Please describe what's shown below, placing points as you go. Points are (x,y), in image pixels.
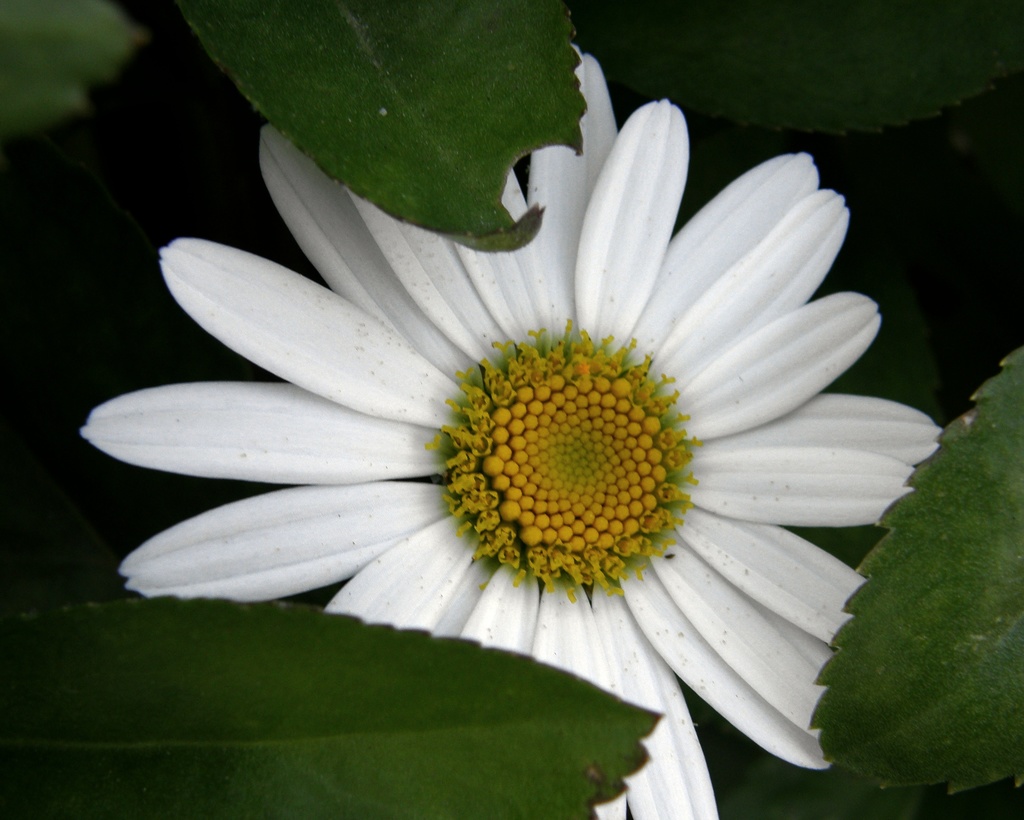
This is a plant (636,398), this is a white color flower (606,451).
